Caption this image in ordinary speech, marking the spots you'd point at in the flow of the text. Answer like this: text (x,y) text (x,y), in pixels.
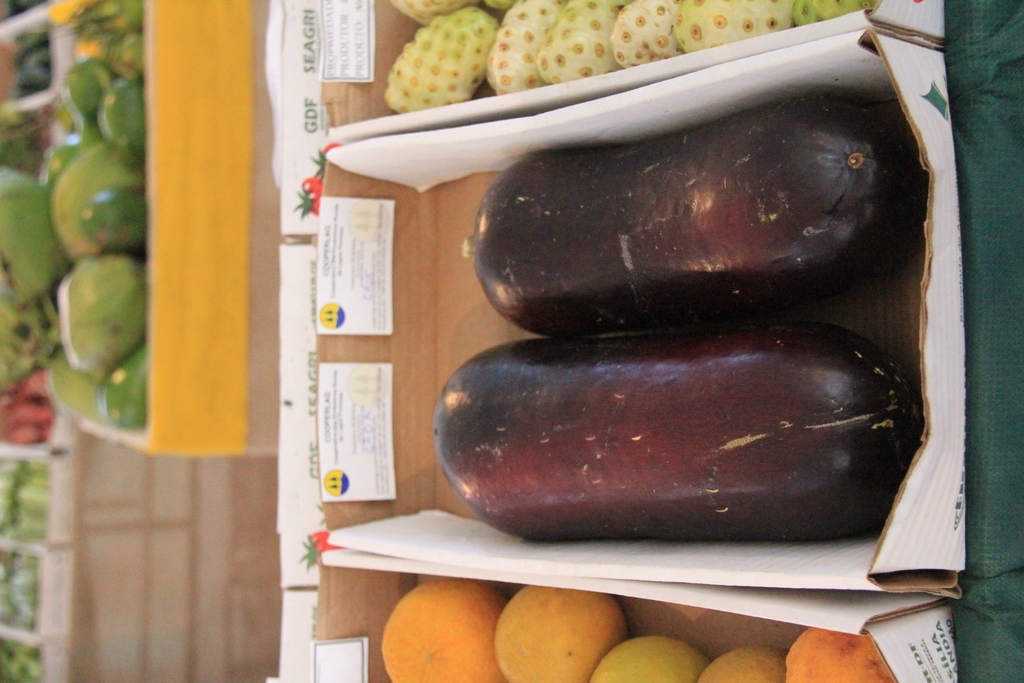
In this image, there are boxes (362,146) contains different kind of fruits (52,307).
